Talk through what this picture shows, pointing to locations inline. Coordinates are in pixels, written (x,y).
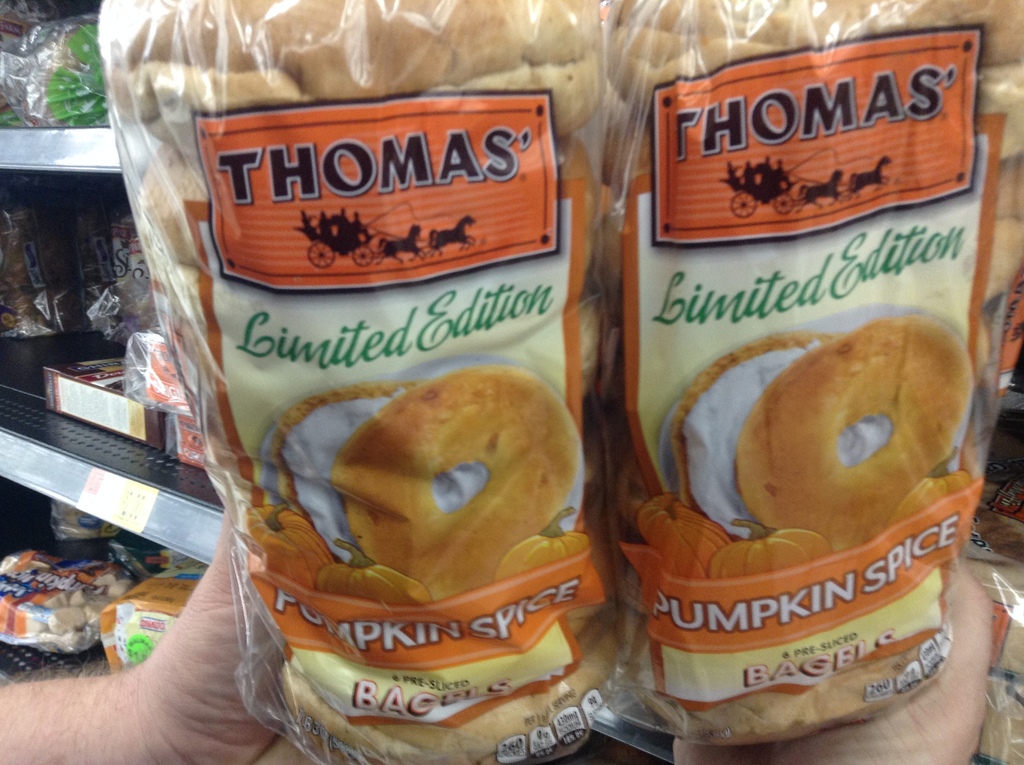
In this image, I can see a person's hand (176,673) holding two bread packets (538,338). These are the food items (89,304), which are packed and placed in the racks (71,139).
